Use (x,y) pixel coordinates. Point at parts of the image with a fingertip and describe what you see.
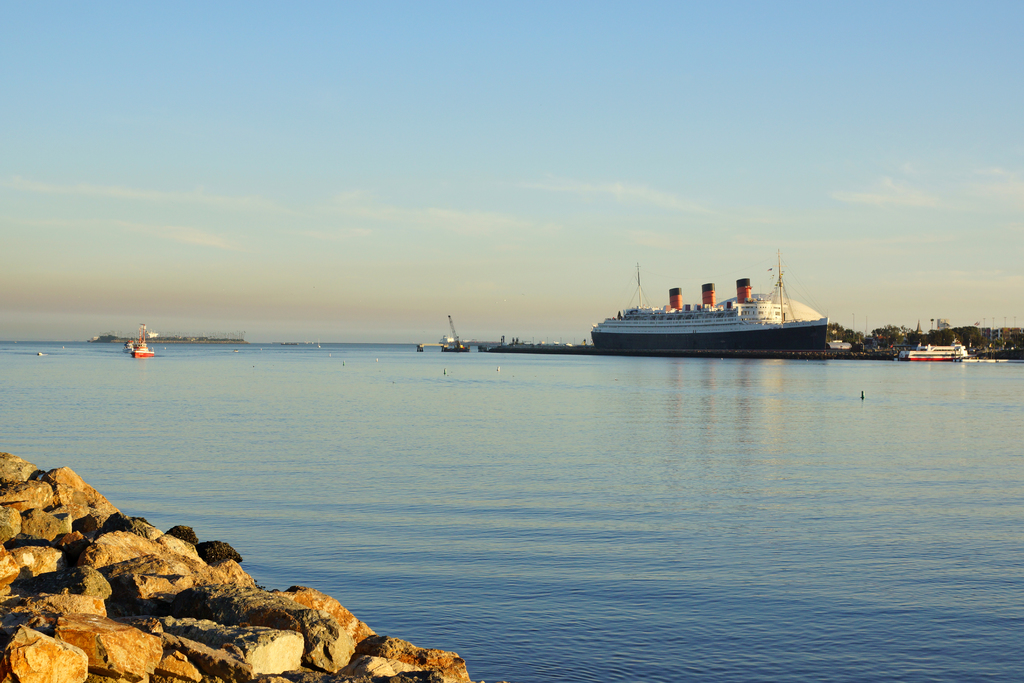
Bottom left side of the image (225,578) there are some stones (225,578). In the middle of the image (632,343) there is water (15,382), on the water (1018,626) there are some ships (616,342). Top right side of the image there are some trees (980,334). Top of the image (41,9) there are some clouds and sky (55,52).
